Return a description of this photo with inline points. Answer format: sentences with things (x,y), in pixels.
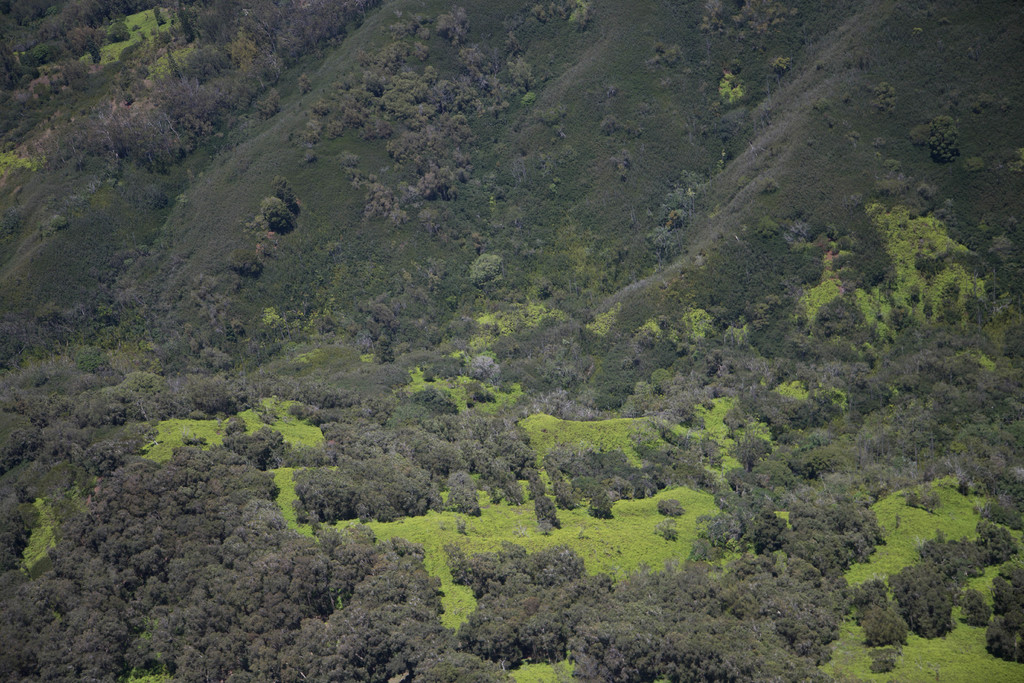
In the image there are plenty of trees (399,125) and plants (554,231).
